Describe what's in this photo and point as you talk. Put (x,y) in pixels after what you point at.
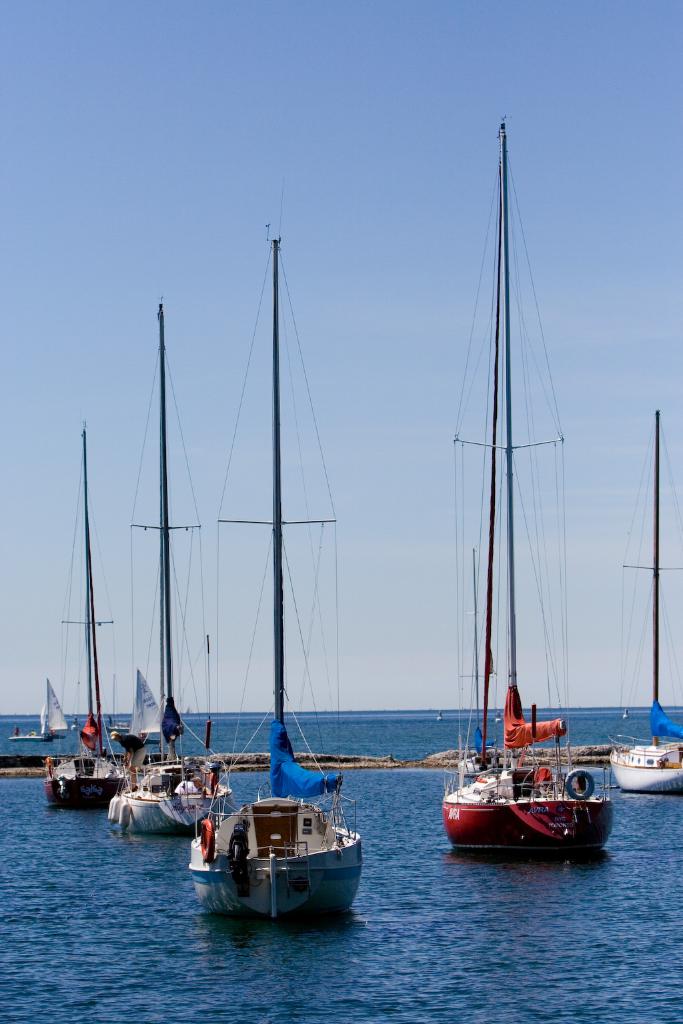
In this image we can see so many ships (571,823) are on the surface (427,958) of water (302,955). The sky (343,226) is in blue color.
